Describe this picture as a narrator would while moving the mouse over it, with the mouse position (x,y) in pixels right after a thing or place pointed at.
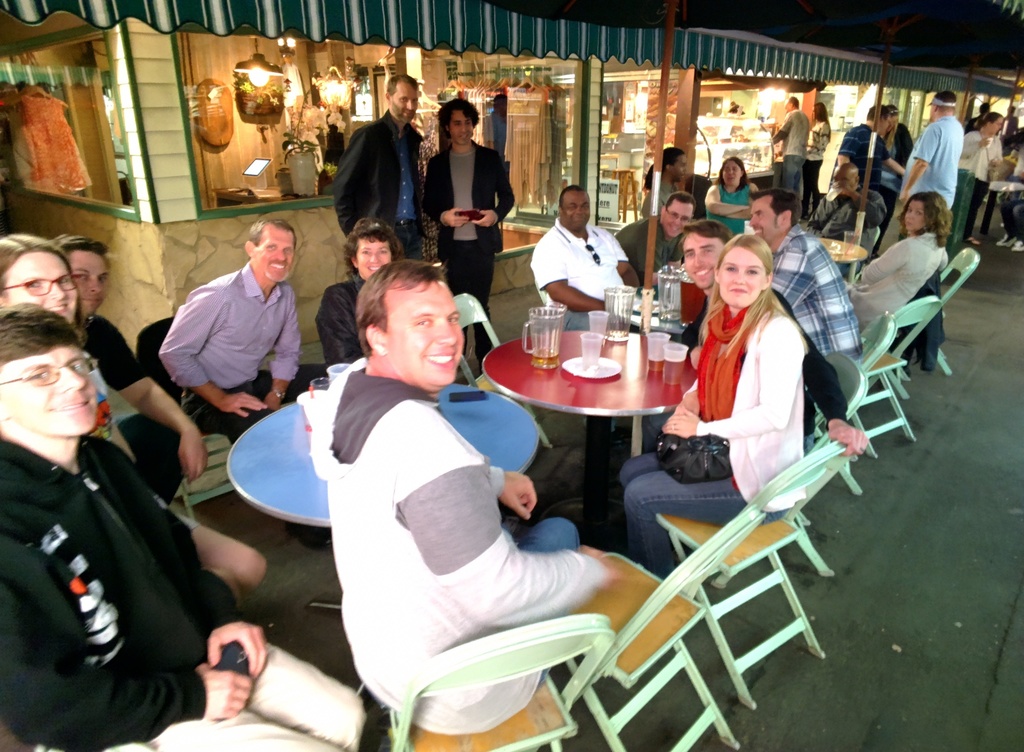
This image is clicked outside on the road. There are many people (257,235) in this image. To the left (149,625), the man (59,616) is wearing black jacket (203,644) and facing the camera. In the background (220,140), there are stalls (579,69). In this image, there are tables (610,438) and chairs (592,703). At the bottom (918,609), there is a road (900,532). To the right (938,75), there is a tent (885,70).
